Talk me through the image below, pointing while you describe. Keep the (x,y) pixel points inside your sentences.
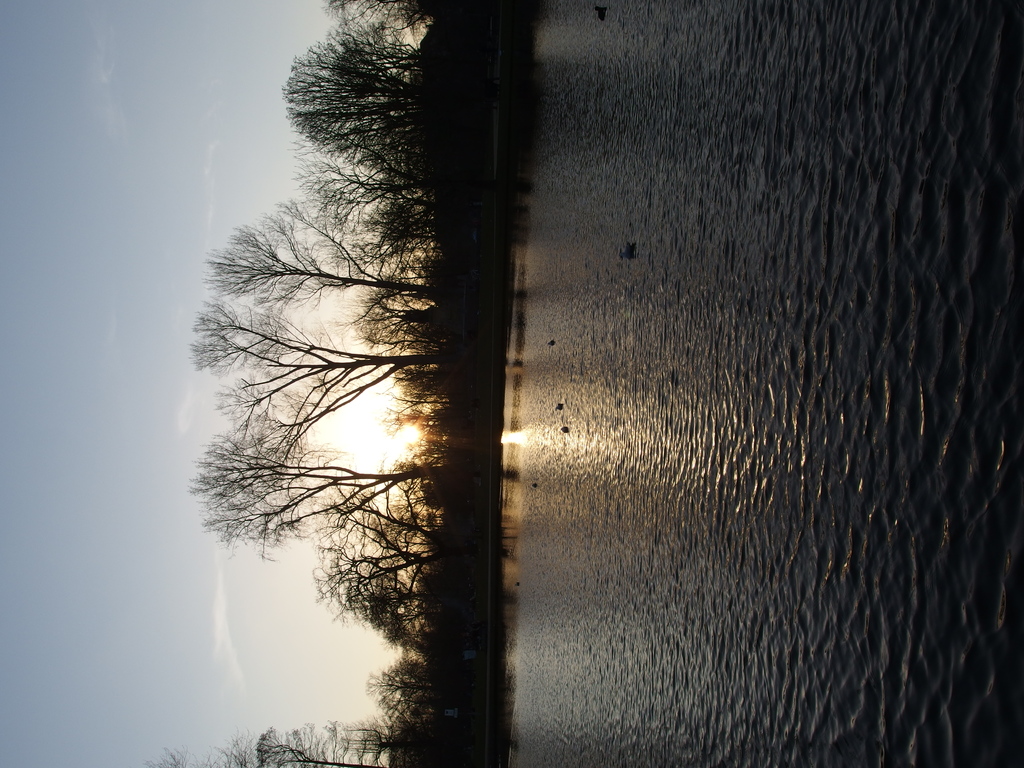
This picture is clicked outside. On the right (854,187) we can see the water body (669,376). In the background (110,245) there is a sky (95,445), sunlight (331,455), trees (410,734) and some other objects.
